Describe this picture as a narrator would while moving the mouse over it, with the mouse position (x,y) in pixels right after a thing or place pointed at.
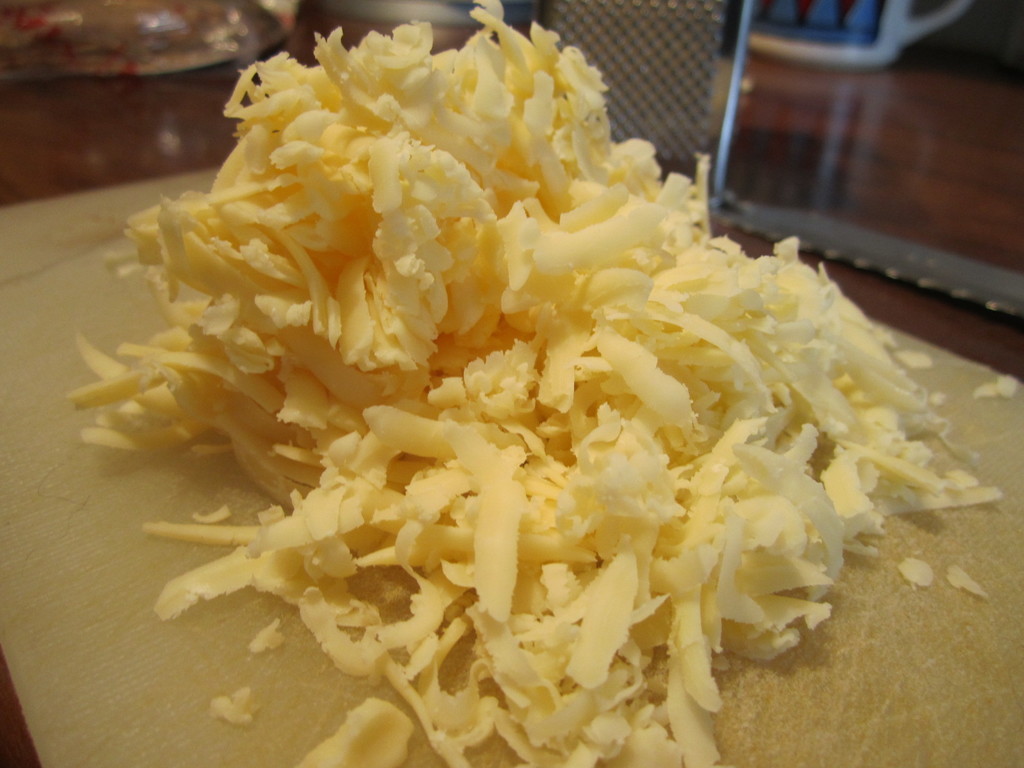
In this image I can see cream color thing (381,372) in the front (766,338). On the top side of this image (846,3) I can see a mug (885,10). I can also see this image is little bit blurry from background (868,68).
